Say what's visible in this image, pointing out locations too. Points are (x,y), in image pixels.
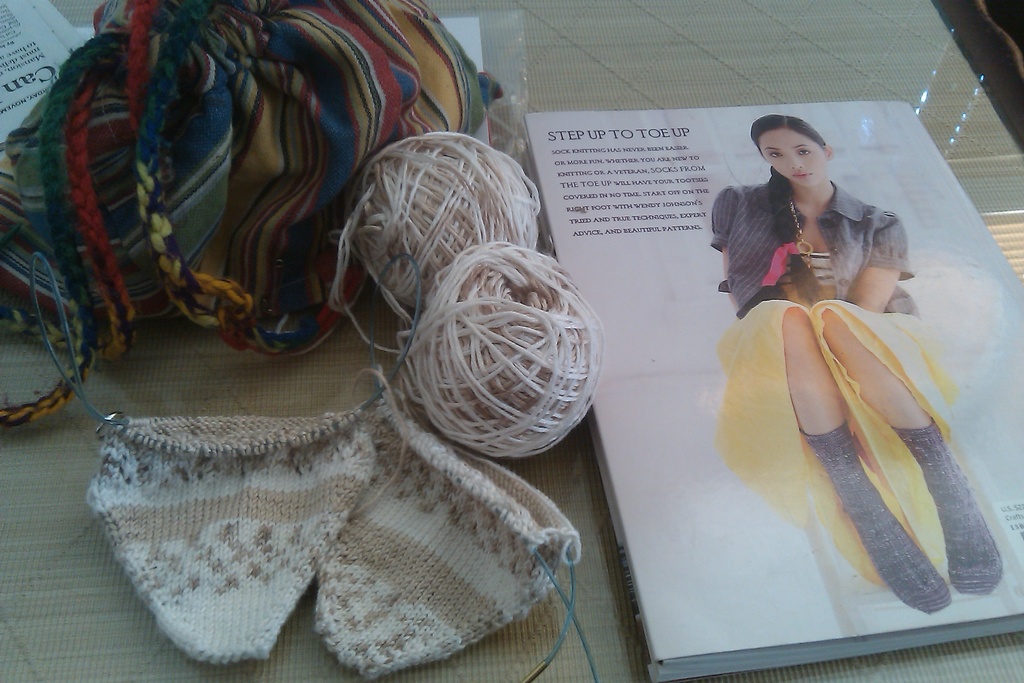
In this image there is a book (608,416), wool roll (541,348), cloth (330,191), papers (16,33) on the table (684,32).
